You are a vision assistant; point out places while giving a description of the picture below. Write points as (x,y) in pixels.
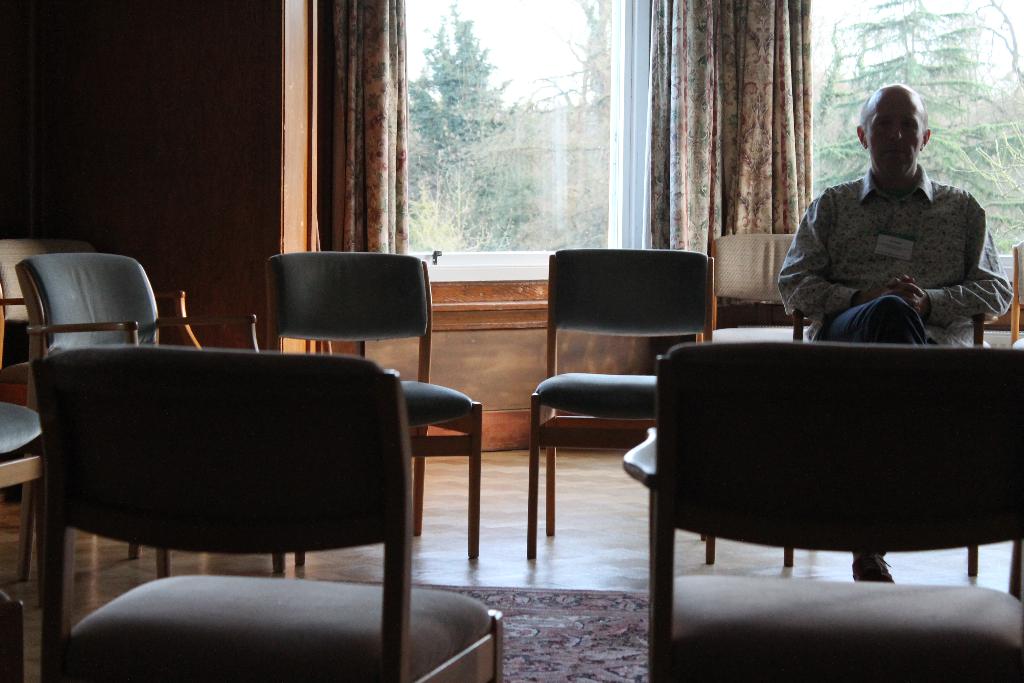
In this image in the front (338,498) there are empty chairs (692,532). On the right side (881,286) there is a person (894,293) sitting on the chair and there are empty chairs (412,336) on the left side of the person (893,277). In the background (371,140) there are curtains (353,160) and there are windows (569,142) and behind the windows (490,123) there are trees (474,125).
